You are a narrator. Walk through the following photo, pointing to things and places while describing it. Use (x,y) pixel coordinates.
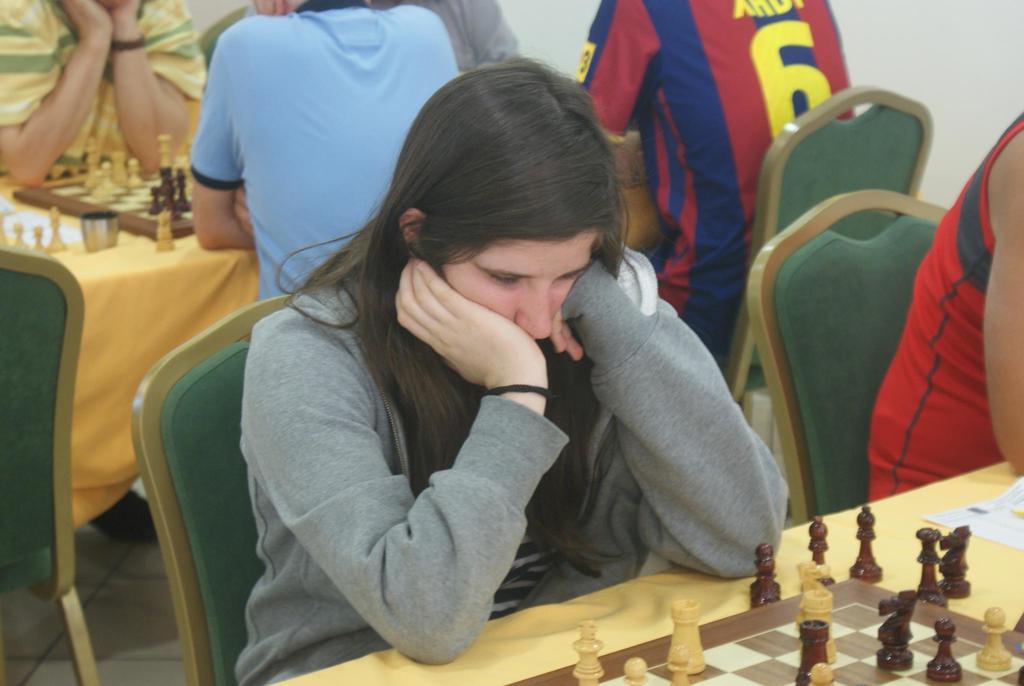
In this image I can see the group of people (483,320) sitting in-front of the table (583,618). I can see these people (485,457) are wearing the different color dresses (486,419). On the table (399,660) I can see the chess boards (767,641) and pieces (871,561).
